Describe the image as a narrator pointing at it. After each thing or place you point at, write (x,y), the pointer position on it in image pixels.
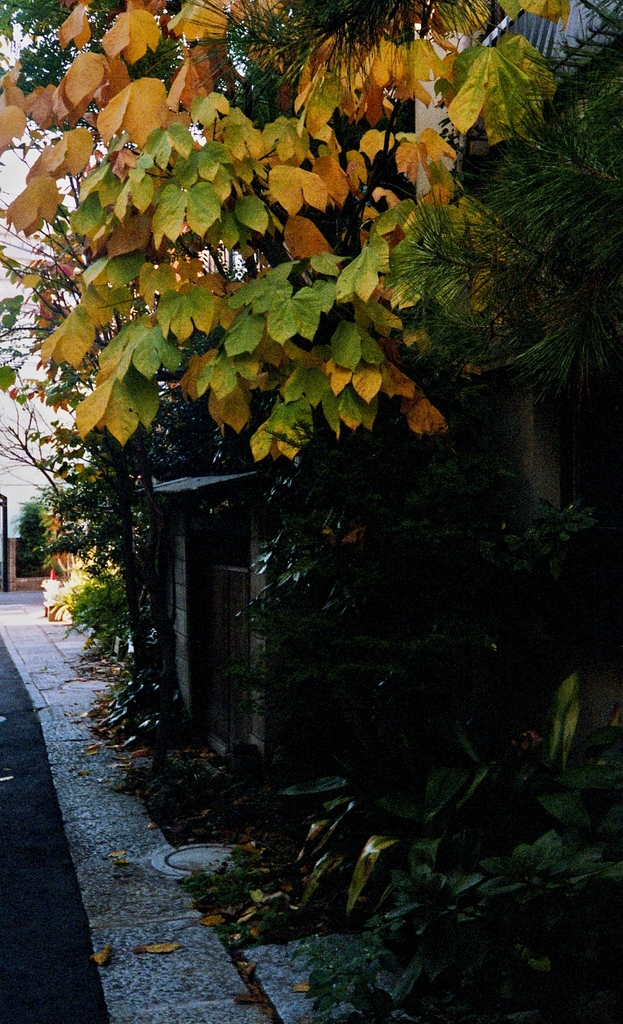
In this image, we can see buildings (223,604), trees (274,641) and there is an object (50,603). At the bottom (24,835), there is a road (25,709).
